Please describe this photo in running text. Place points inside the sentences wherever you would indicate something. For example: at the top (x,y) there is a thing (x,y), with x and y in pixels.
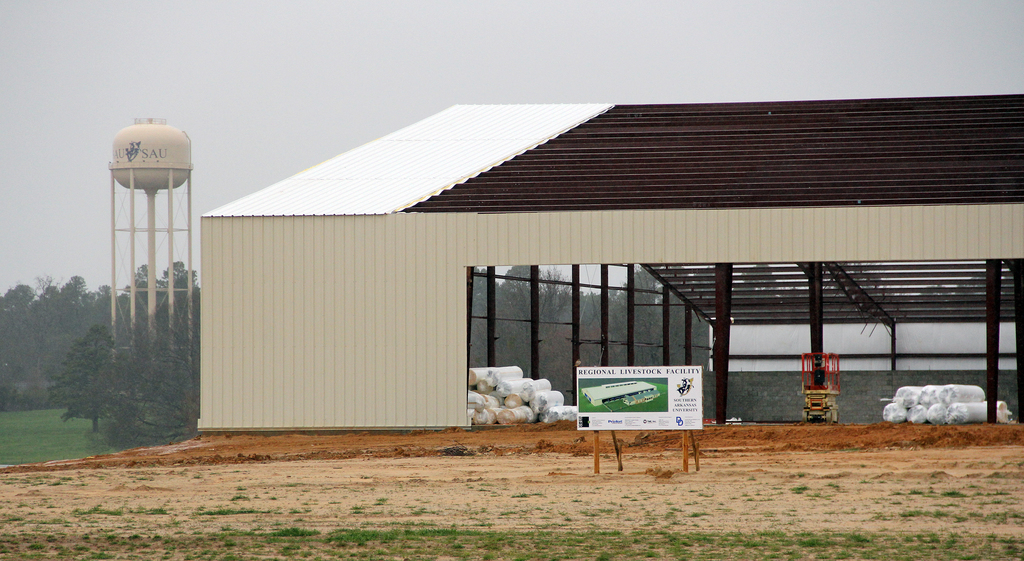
In this image, we can see a shed (453,285) and in the background (612,307), there are trees (477,359) and we can see a board (616,384) with some text (613,423) and there is a tower (134,200) and we can see some objects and a machine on the ground (300,477). At the top (339,102), there is sky (339,102).
